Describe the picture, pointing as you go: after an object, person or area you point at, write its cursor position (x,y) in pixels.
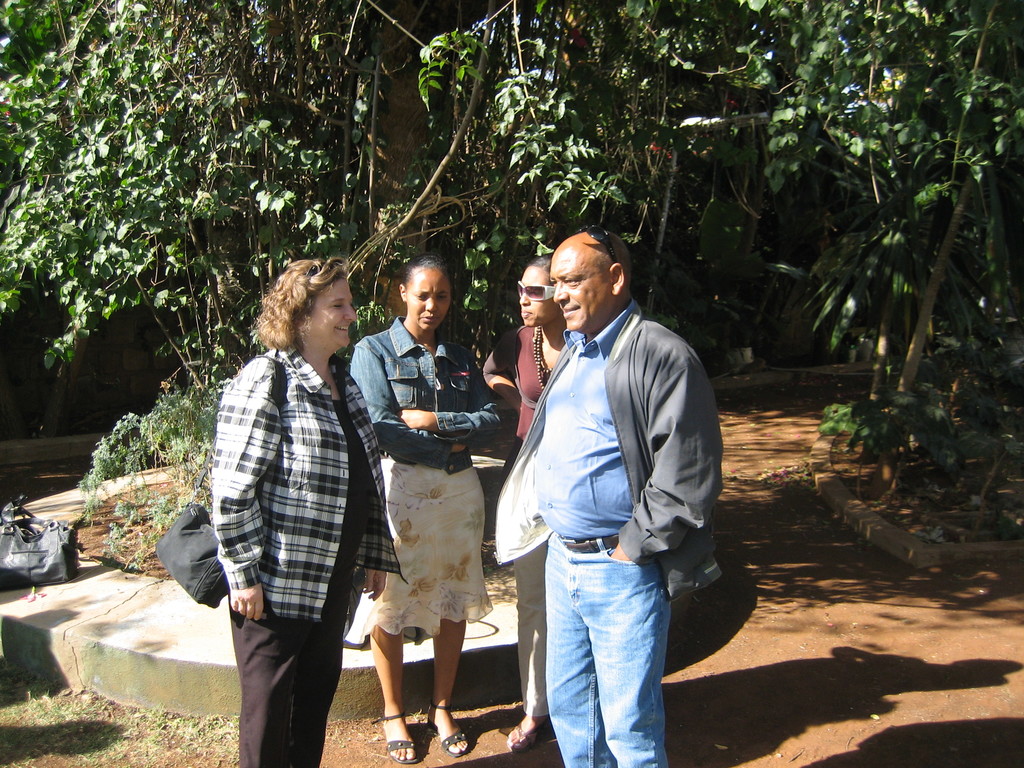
This picture shows a man (660,500) and woman (451,481) standing. We see a woman (260,614) wore a handbag (220,570) and we see another woman (524,337) wore sunglasses (543,293) on her face (532,273) and we see man (664,614) wore a coat (615,423) and a blue shirt (588,433) and we see trees (579,225) and a bag (26,579) on the floor (37,506).
